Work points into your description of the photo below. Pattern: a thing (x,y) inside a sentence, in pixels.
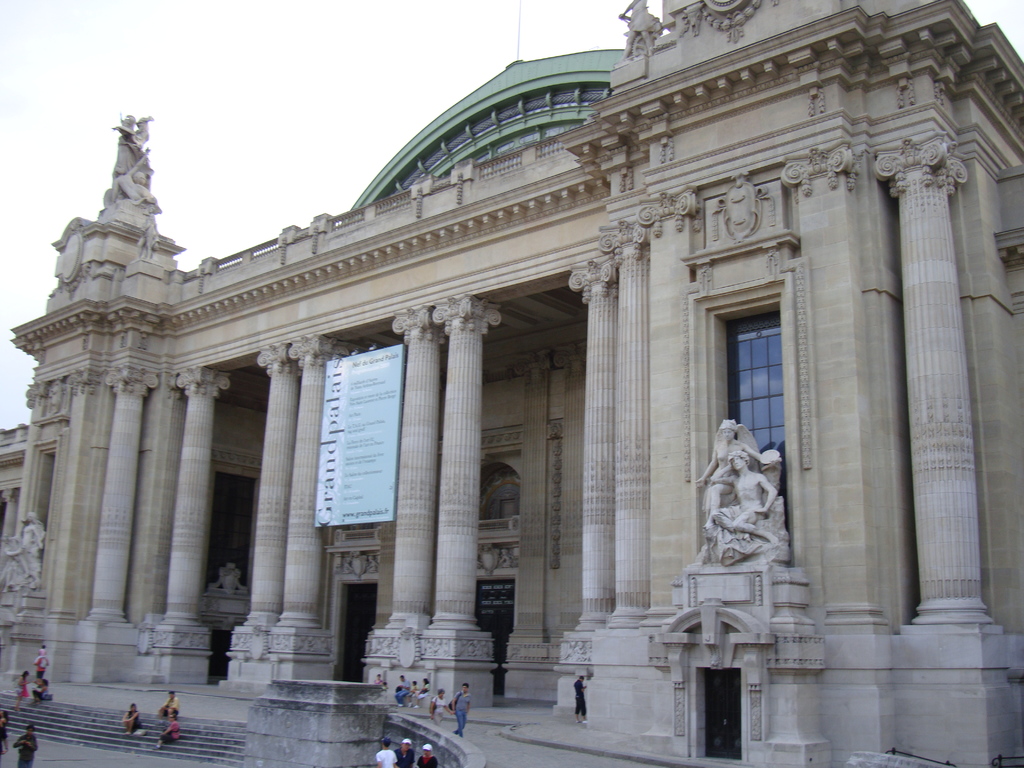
In this image I can see some people (394,763). In the background (384,482), I can see a building (415,398) and the sky (325,93).
